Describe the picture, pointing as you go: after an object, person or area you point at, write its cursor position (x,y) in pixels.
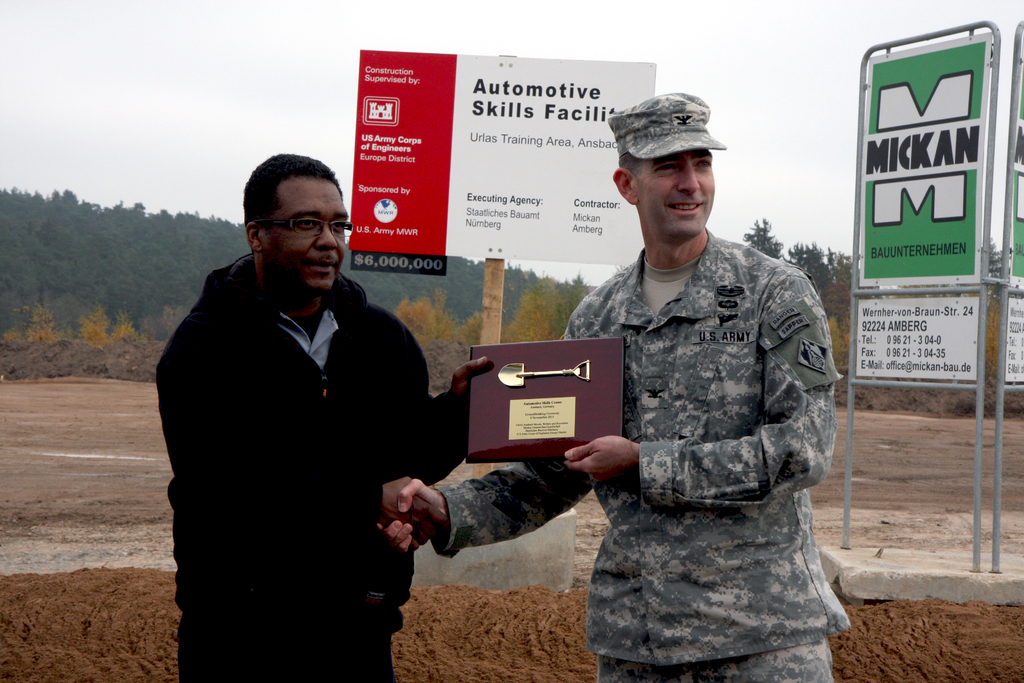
There are two men (587,486) standing and smiling. They are holding a kind of certificate (558,394) in their hands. These are the boards (517,151), which are attached to the poles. In the background (136,291), I can see the trees (132,301).
